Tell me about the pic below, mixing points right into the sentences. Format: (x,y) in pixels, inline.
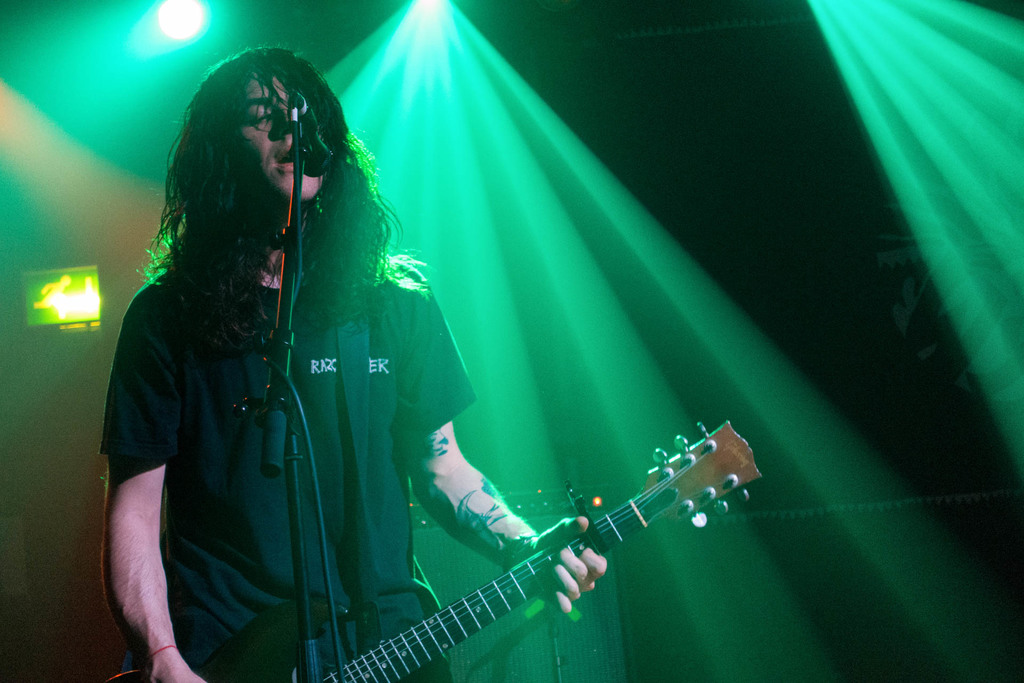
In this image I can see a man (285,92) is standing and holding a guitar (743,464). I can also see a mic (324,153) in front of him.
